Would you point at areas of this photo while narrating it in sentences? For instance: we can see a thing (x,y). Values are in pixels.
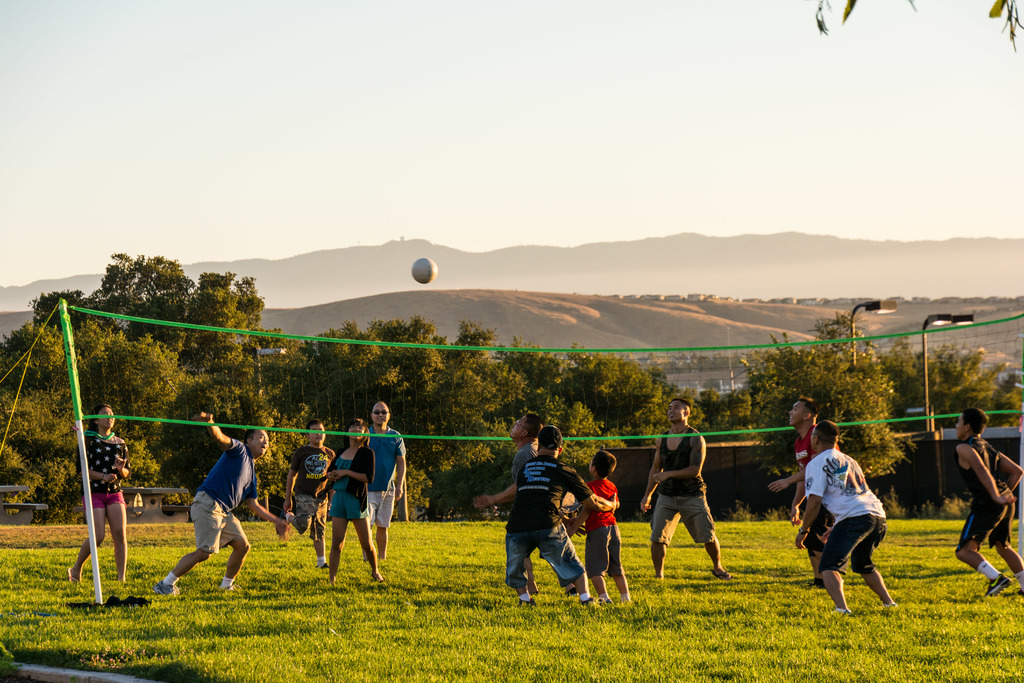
In this image I see number of people (250,453) and I see the white pole (69,346) and I see the green color net (309,380) tied to it and I see a ball (422,272) over here and I see the green grass (716,647). In the background (36,428) I see number of trees (770,377), 2 light poles (850,317), mountains (817,283) and the sky (316,124).
